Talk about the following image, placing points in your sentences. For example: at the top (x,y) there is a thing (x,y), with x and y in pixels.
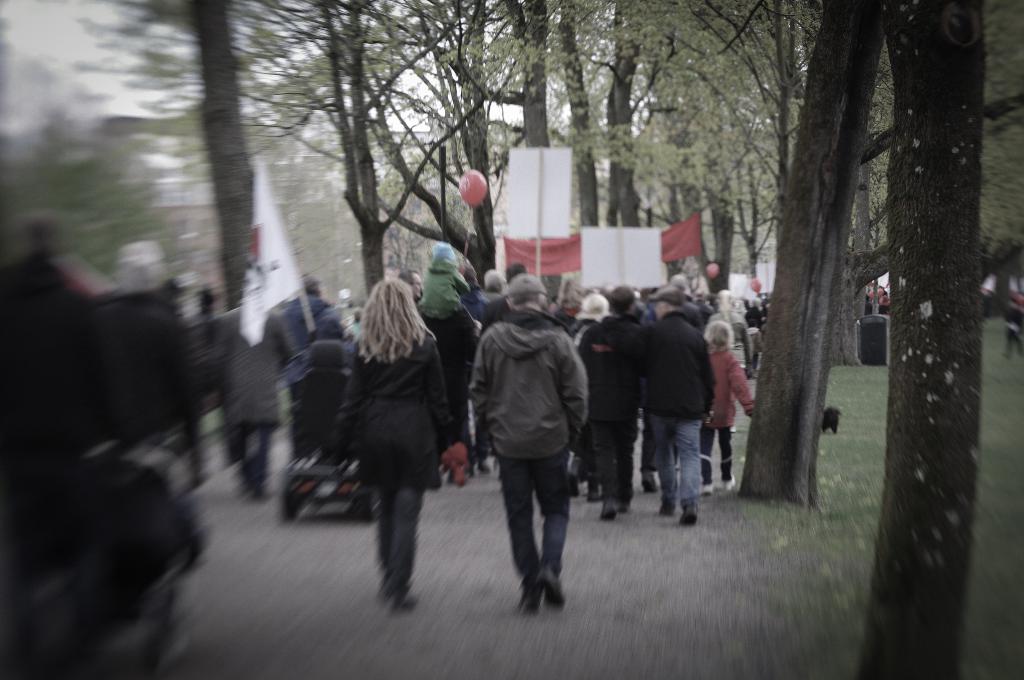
In this image we can see these people (522,358) are walking on the road (360,535), we can see people (596,300) holding banners (680,245), boards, balloons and flag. Here we can see trees (982,283) and this part of the image is blurred.
